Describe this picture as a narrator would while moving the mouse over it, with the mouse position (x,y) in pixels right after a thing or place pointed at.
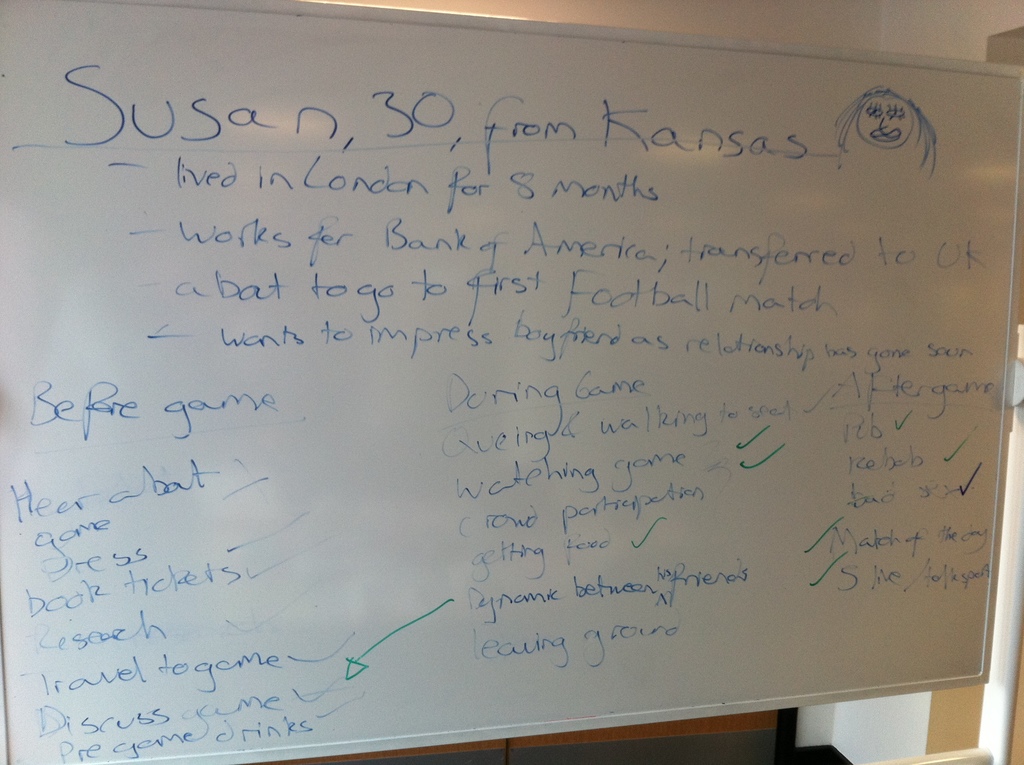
In this image, we can see a board (706,573) contains some written text (784,152).
